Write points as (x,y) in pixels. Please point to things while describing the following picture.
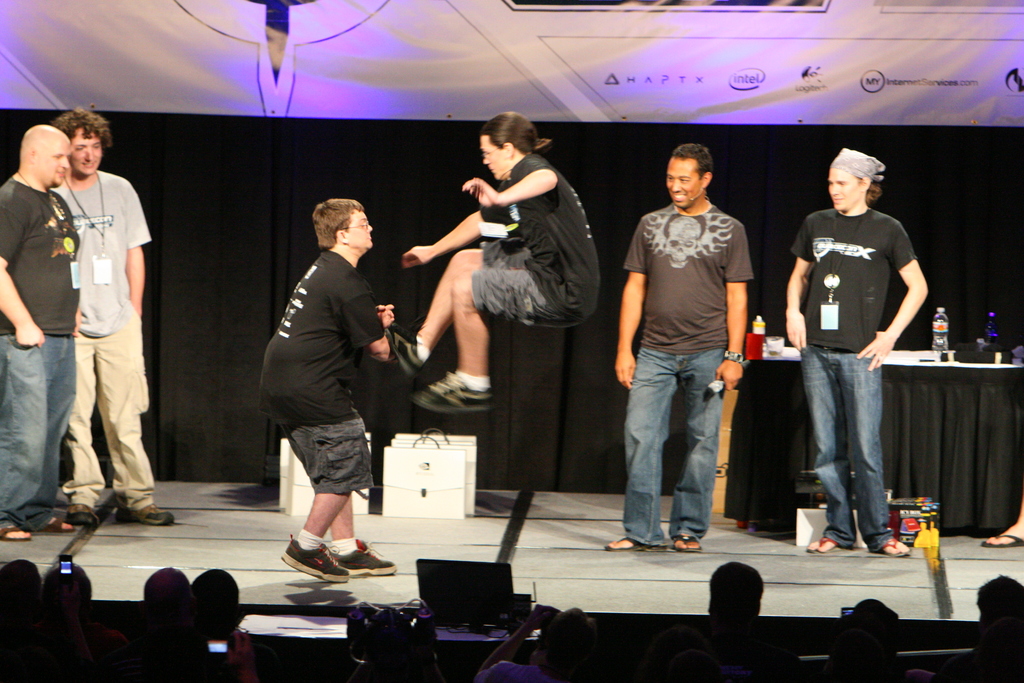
In this image I can see four men (696,314) are standing on the stage (129,542). In the middle of the stage (390,554) I can see two persons (312,402), one man (319,350) is standing and another man (496,300) is jumping. It seems like these both are fighting. The remaining four men (57,237) are smiling and looking at these people (334,278). On the right side (935,364), I can see a table (955,400) which is covered with a black color cloth (953,419). On the table (903,355) there are few bottles (941,334) and glasses (766,344). At the bottom of the image (173,655) I can see few people (119,645) in the dark, they are holding mobiles (65,558) in their hands (232,656). In the background (222,252) there is a black color curtain (234,234). On the top of the image (297,56) I can see a white color board (464,58).
